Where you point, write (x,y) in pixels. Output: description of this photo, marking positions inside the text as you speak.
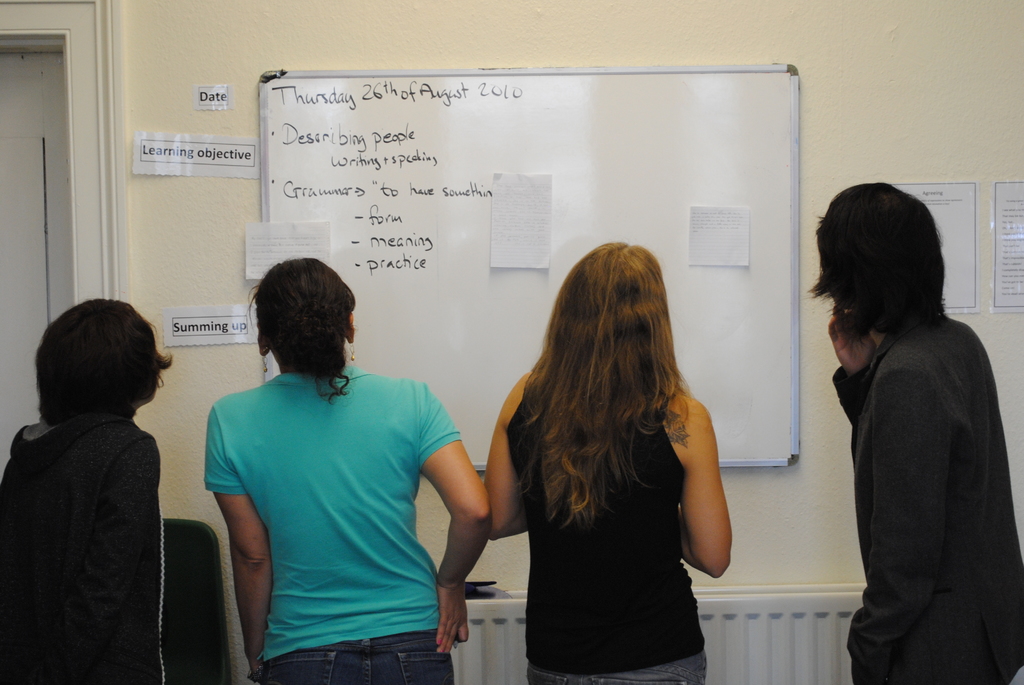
In the center of the image (367,382) we can see four persons (57,566) are standing. In the background (703,254) there is a wall (892,71), posters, a board (413,114) with some text (346,128) and a few other objects (45,311).
